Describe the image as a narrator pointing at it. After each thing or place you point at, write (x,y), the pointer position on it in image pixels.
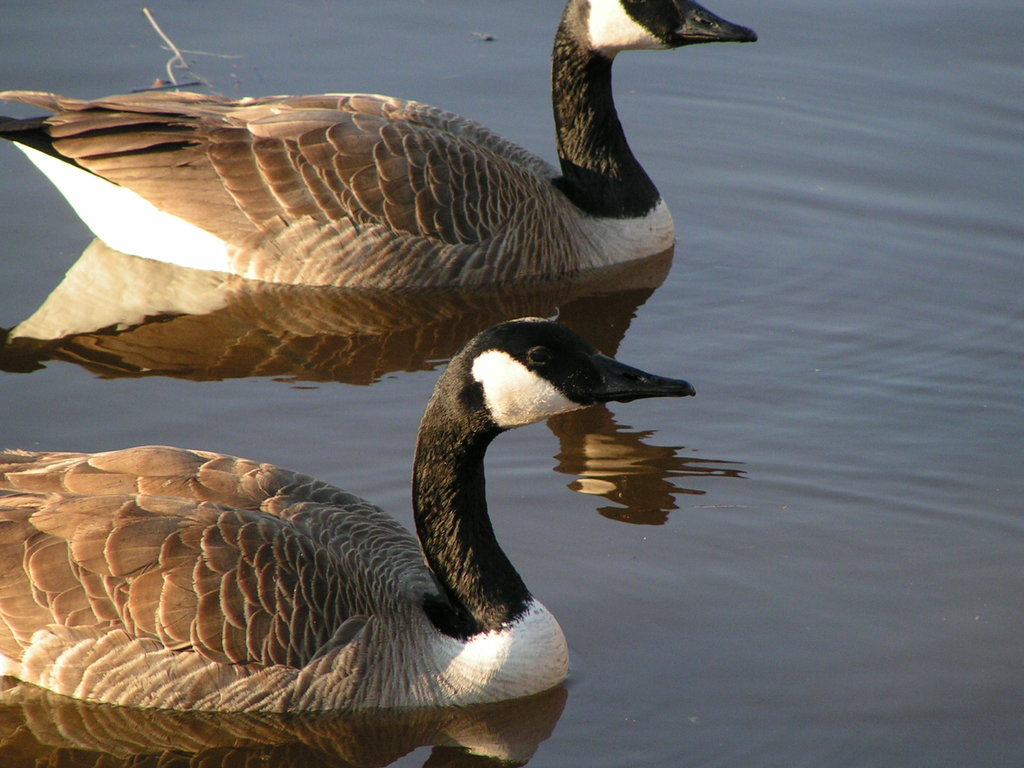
In the foreground of this image (438,127), there are geese (513,619) in the water (757,584).
